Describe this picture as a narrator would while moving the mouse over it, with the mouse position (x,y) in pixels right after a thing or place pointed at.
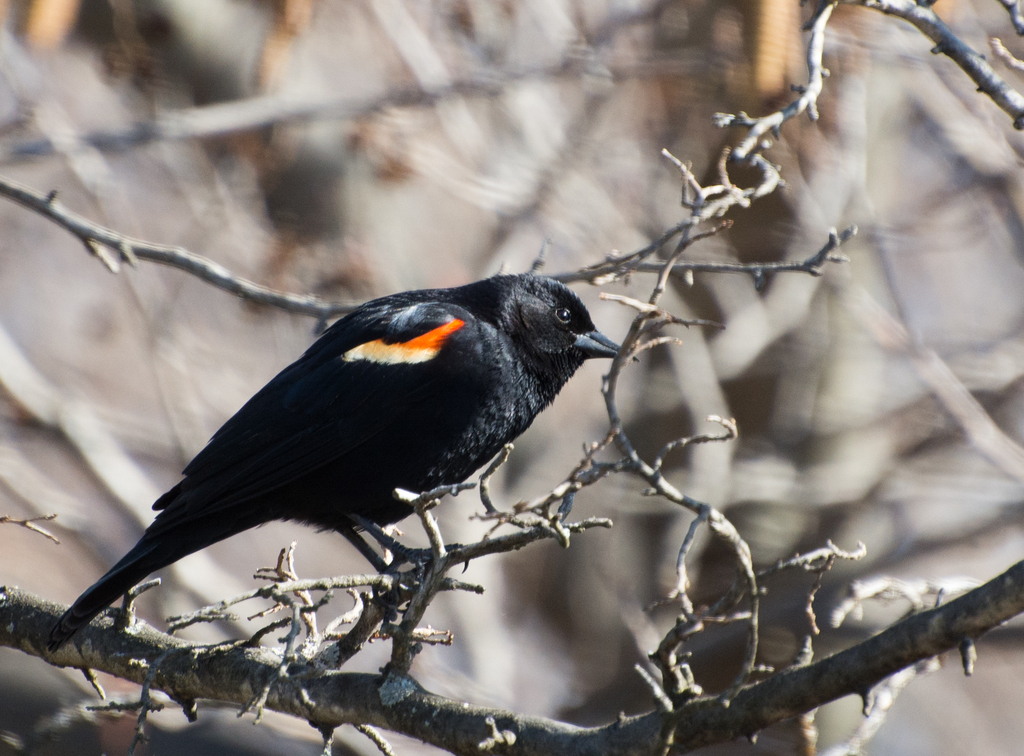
In this picture we can see a black bird (329,412) is standing on the branch (498,465) and behind the bird (363,487) there is the blurred background (994,186).
